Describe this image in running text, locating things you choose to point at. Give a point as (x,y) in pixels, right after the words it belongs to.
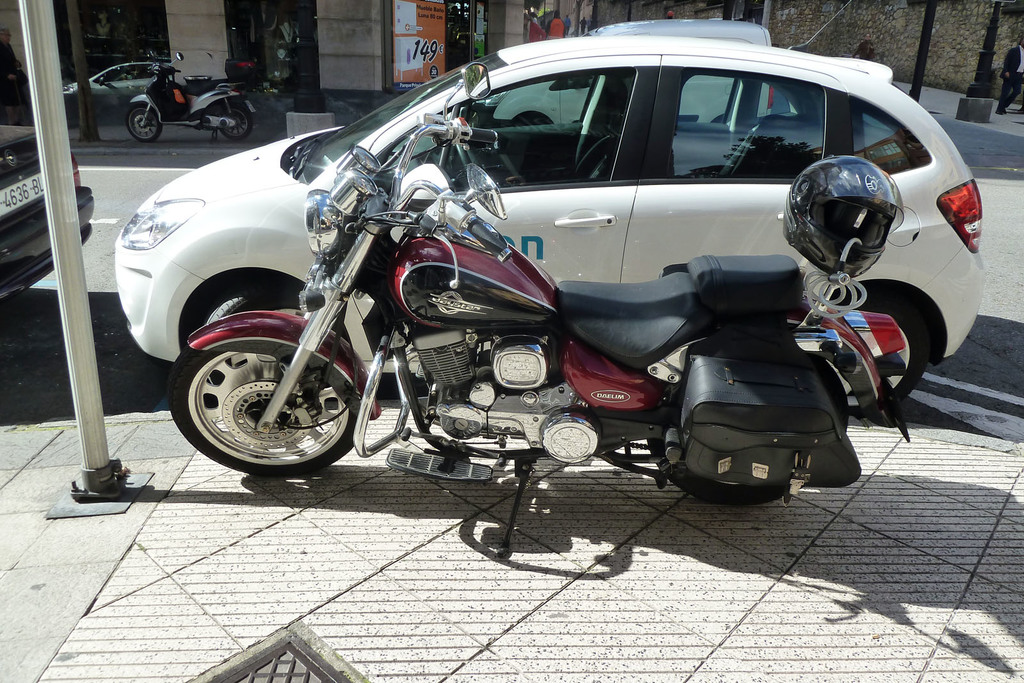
As we can see in the image there are motor cycles (189,79), cars (270,173), banner (429,35) and in the background (360,28) there are buildings (192,29). On the right side (948,33) background (959,58) there is a wall (848,36).
